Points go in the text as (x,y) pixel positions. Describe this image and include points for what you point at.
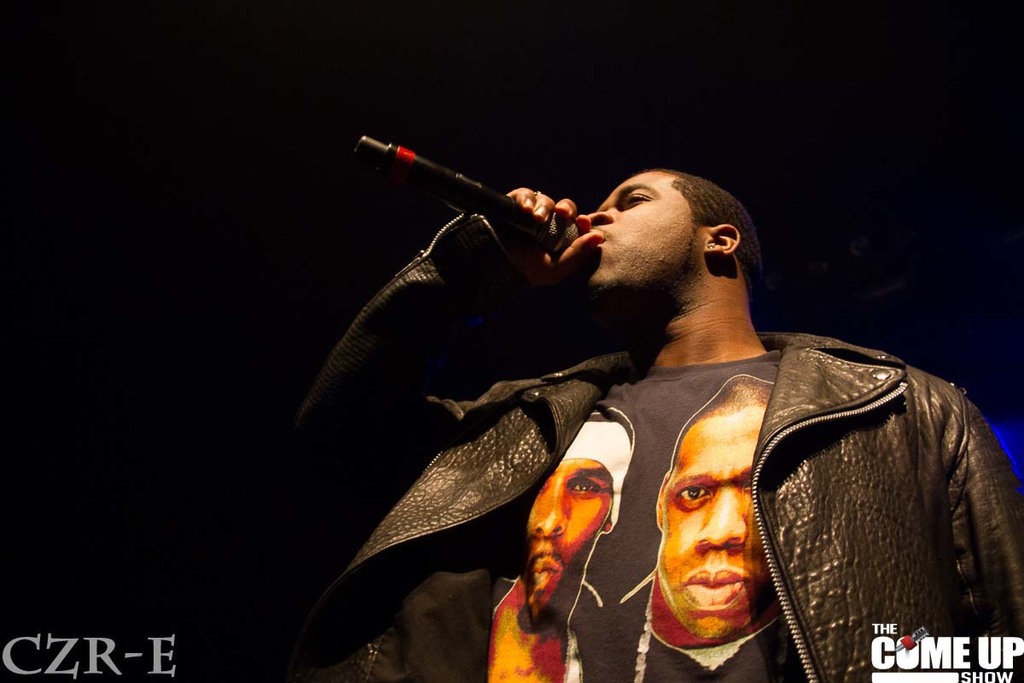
In this image we can see a man (658,299) holding the mike (573,222) and standing and the background (228,503) is in black color. We can also see the text (950,673).
